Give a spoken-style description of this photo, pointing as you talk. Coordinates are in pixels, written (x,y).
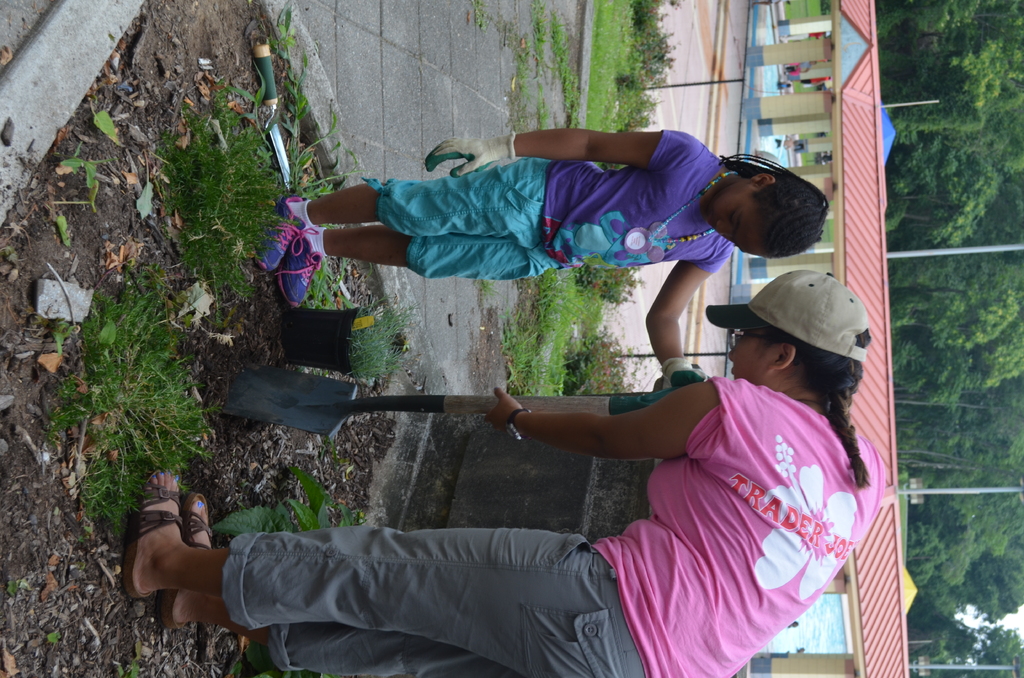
In the center of the picture (557,260) there is a woman (713,517) and a girl (537,242) standing in a garden (164,347). In the foreground (192,343) there are shrubs (223,211), leaves (133,177) and soil (342,459). On the right (863,256), there are houses (885,368), trees (964,364) and poles (955,490). In the center of the picture (579,335) there are shrubs (587,363), flowers (612,373) and grass (599,77).
